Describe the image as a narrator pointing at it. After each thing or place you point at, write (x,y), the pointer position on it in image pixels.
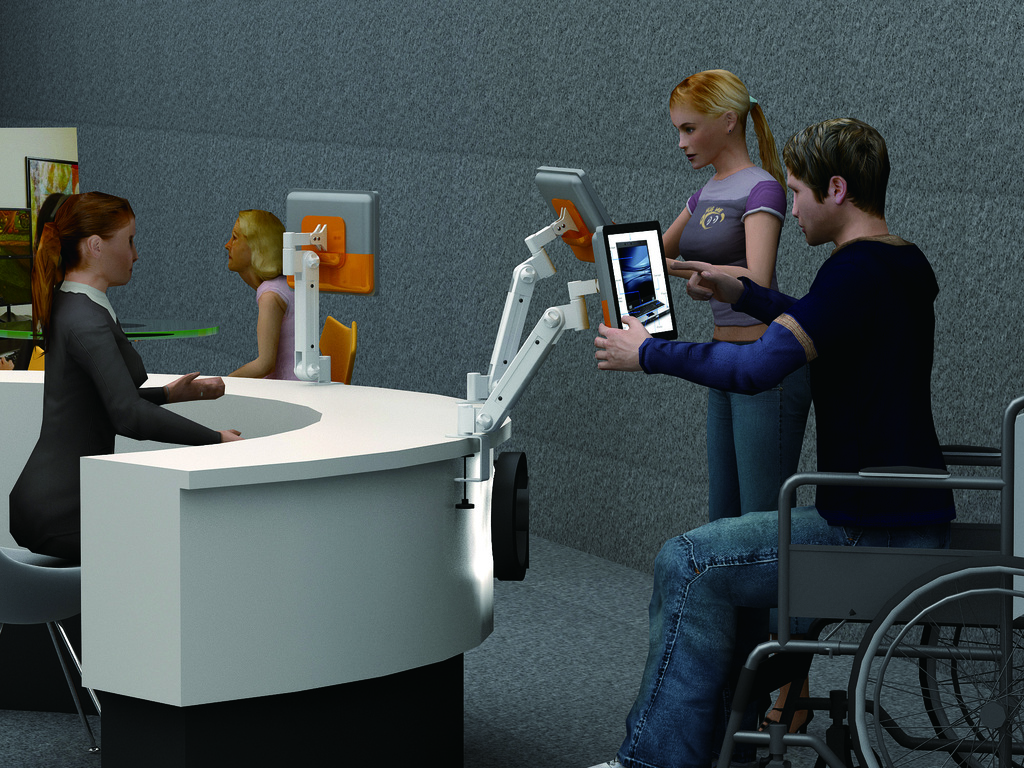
This is completely an animated picture. Here we can see four persons (66,423) in the picture. This is a table (340,551). This man (889,352) is sitting on a wheelchair (948,599). There is a woman (745,227) beside this man (894,407) looking into the screen (580,204) and the other woman (257,228) sitting on a orange chair (349,346). This is a wall (509,93).
